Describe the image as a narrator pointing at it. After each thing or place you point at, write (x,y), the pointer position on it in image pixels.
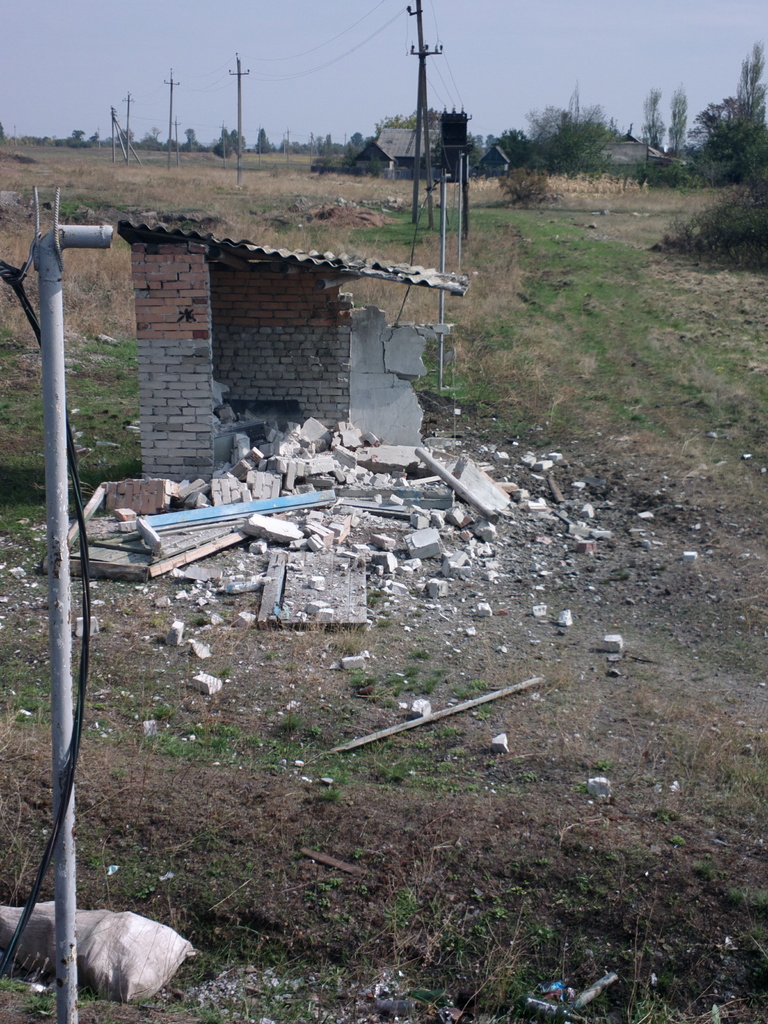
In this image I can see a pipe (62,1014), a wire (71,448), the ground (288,884), some concrete blocks (387,553) on the ground (367,629), a shed (284,372) and few electric poles (413,220). In the background (706,122) I can see few trees (760,180), few buildings (633,161) and the sky (361,76).
